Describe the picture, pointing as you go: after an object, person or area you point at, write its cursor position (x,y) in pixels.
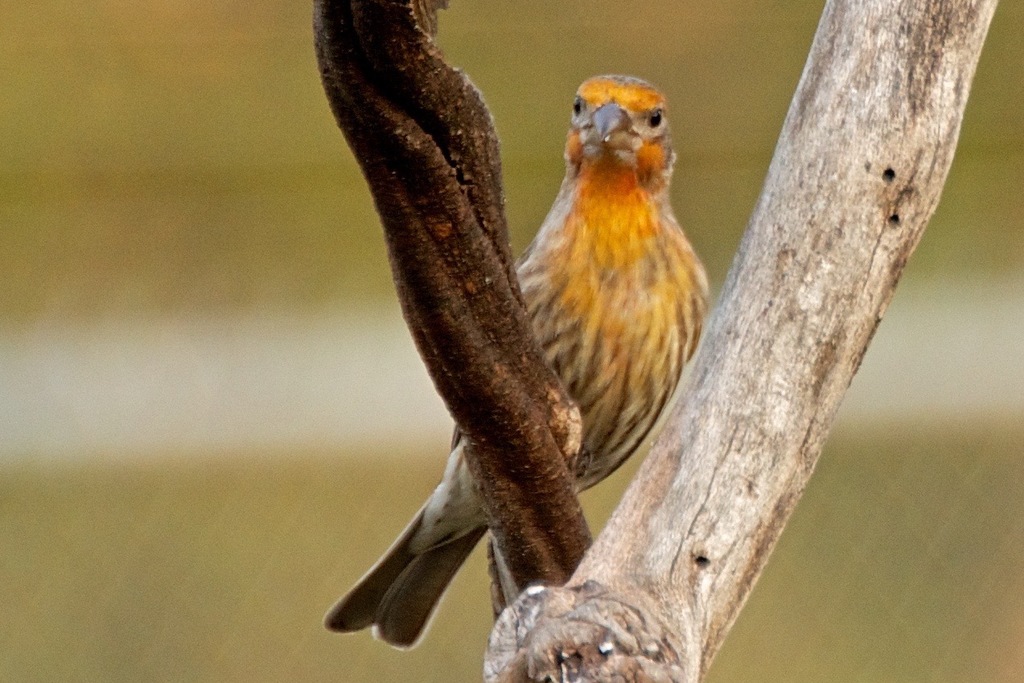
In this picture I can observe a bird (609,170) on the branch (497,317) of the tree (461,330). The bird (595,414) is in orange and brown color. The background (608,70) is completely blurred.
